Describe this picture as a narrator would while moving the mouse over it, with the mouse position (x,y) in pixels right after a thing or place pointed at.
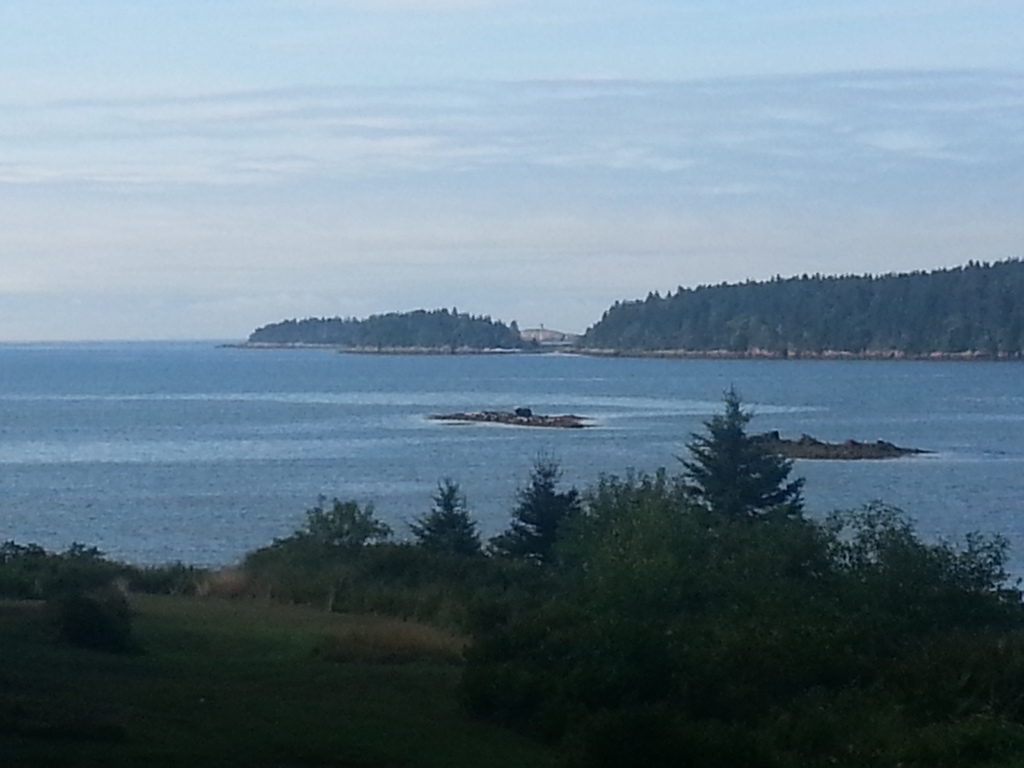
In this image we can see trees (523,580). Also there is water (360,419). In the background (549,325) there are trees (642,320) and there is sky (483,181) with clouds (545,148).
